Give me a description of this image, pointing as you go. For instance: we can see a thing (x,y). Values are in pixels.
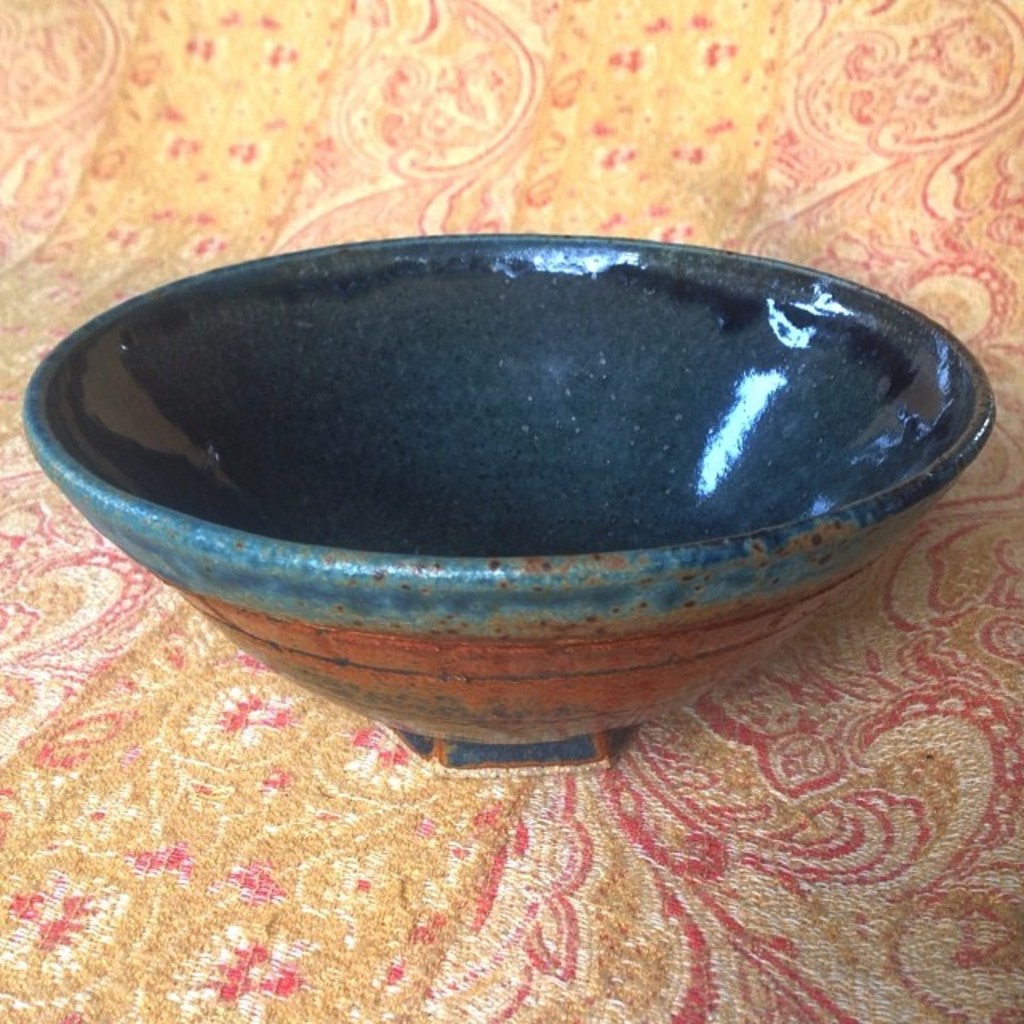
In this image we can see a ceramic bowl (472,552).
